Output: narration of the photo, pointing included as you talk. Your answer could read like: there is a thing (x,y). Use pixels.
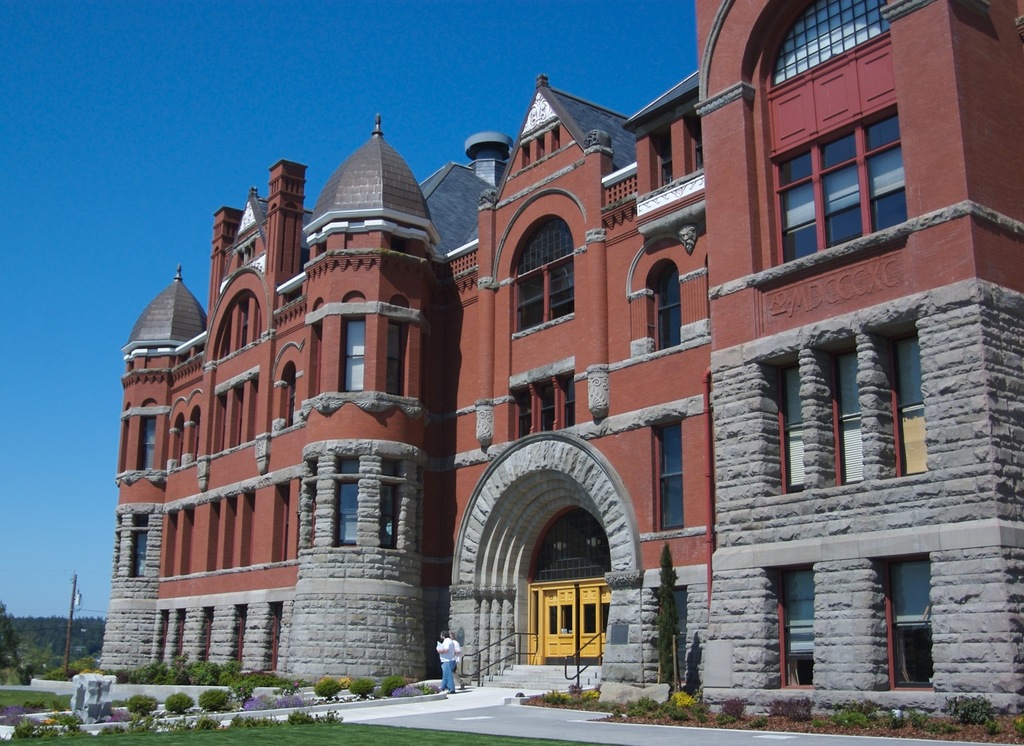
In this image I can see a person (448,658) wearing white shirt (443,652) and blue jeans (447,668) is standing and few plants (242,686), some grass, few stairs (566,679) and the black colored railing (479,660). I can see the building (407,451) which is brown and ash in color and a gate (588,639) which is yellow in color. In the background (18,641) I can see few trees (36,645) and the sky (139,157).
